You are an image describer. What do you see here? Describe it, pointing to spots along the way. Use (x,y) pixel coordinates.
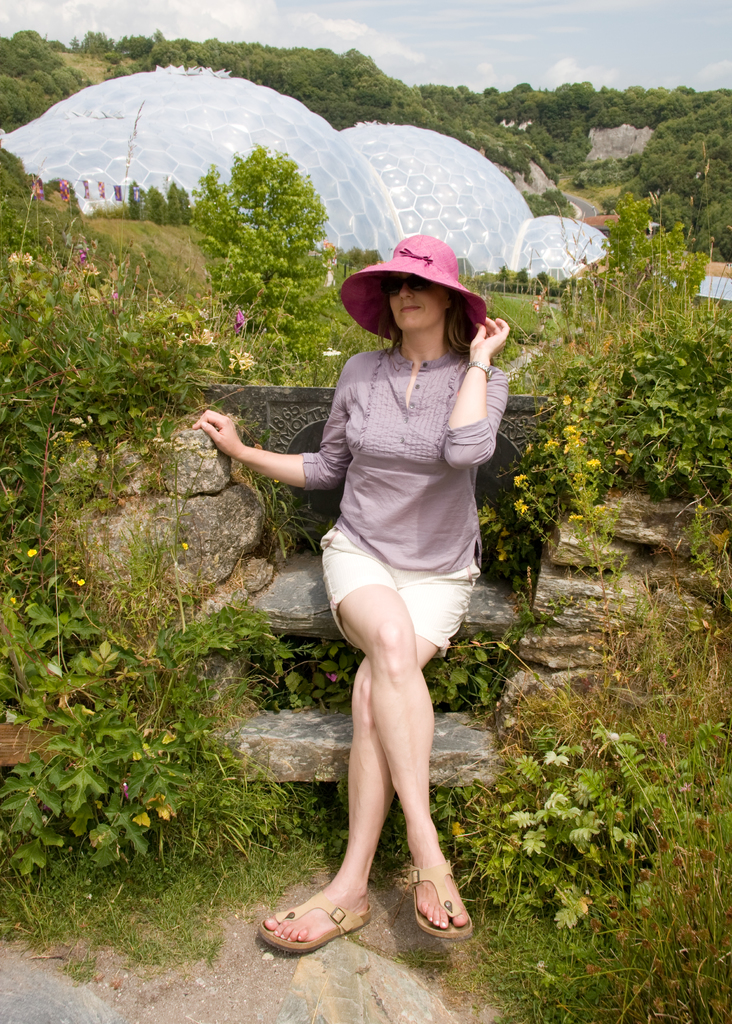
In the image there is a woman (398,553) sitting on a rock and around her there are plants (240,336) and grass (633,775), in the background (344,60) there are trees (308,60).
